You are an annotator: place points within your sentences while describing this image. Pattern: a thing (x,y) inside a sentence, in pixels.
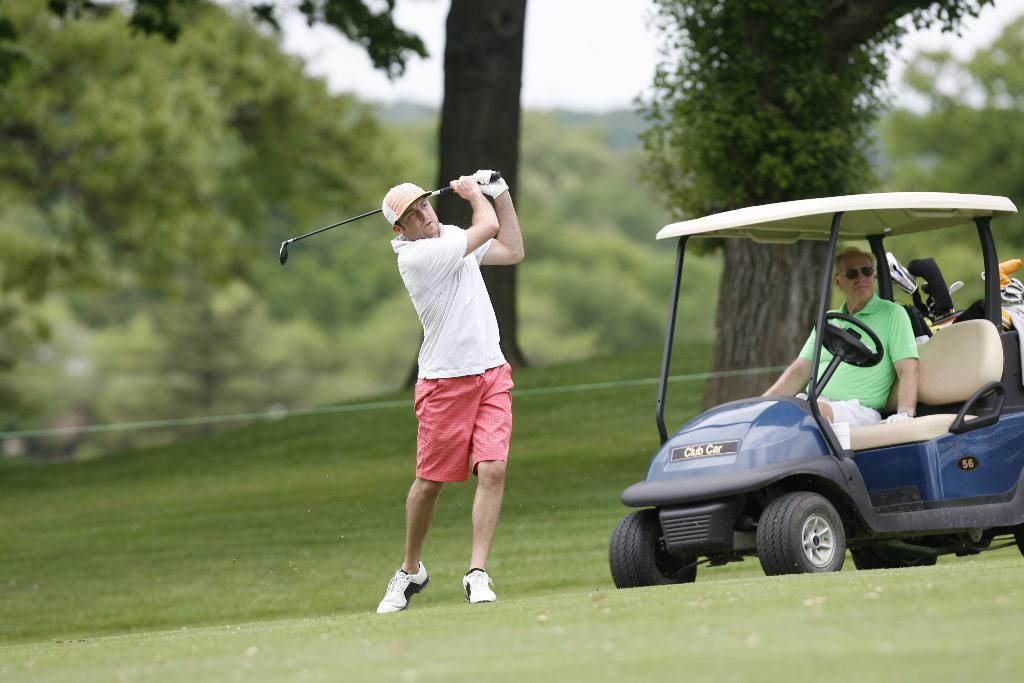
There is a vehicle (842,483) on the ground (647,595). Here we can see two persons (490,214) and he is holding a golf club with his hands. In the background (364,296) we can see trees (579,241) and sky (431,62).
